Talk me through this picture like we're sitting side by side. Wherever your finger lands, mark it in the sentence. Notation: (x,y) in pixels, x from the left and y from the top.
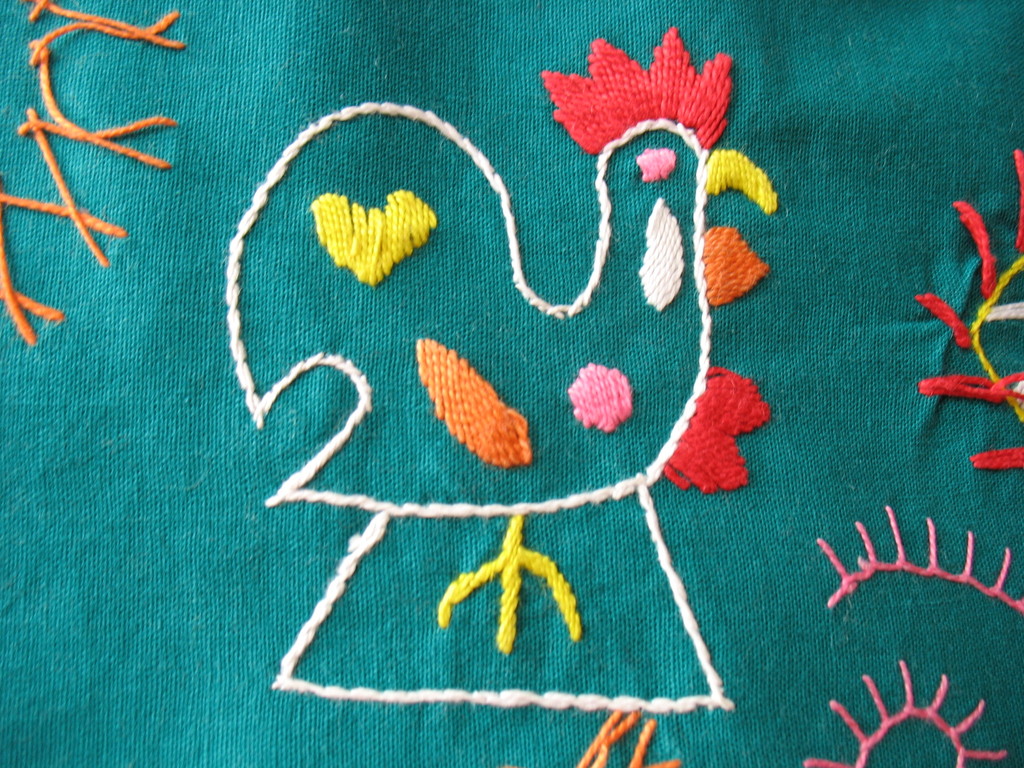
In this image we can see embroidery (349,363) on cloth (414,495).
